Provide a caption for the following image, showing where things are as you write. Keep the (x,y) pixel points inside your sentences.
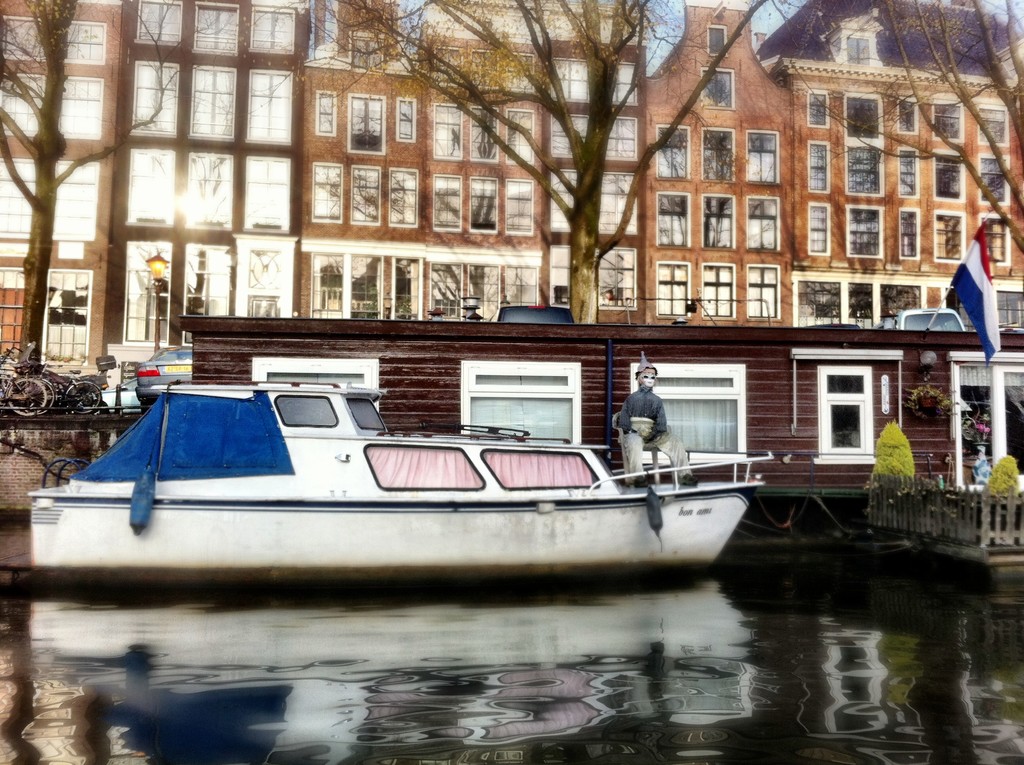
In this image we can see a boat (595,506) on the water (658,661) and there is a toy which resembles like a person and to the side we can see a house (825,362) and there is a flag (963,292). We can see some trees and plants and there are some vehicles (149,362) and in the background (629,267), we can see some buildings (844,246).
